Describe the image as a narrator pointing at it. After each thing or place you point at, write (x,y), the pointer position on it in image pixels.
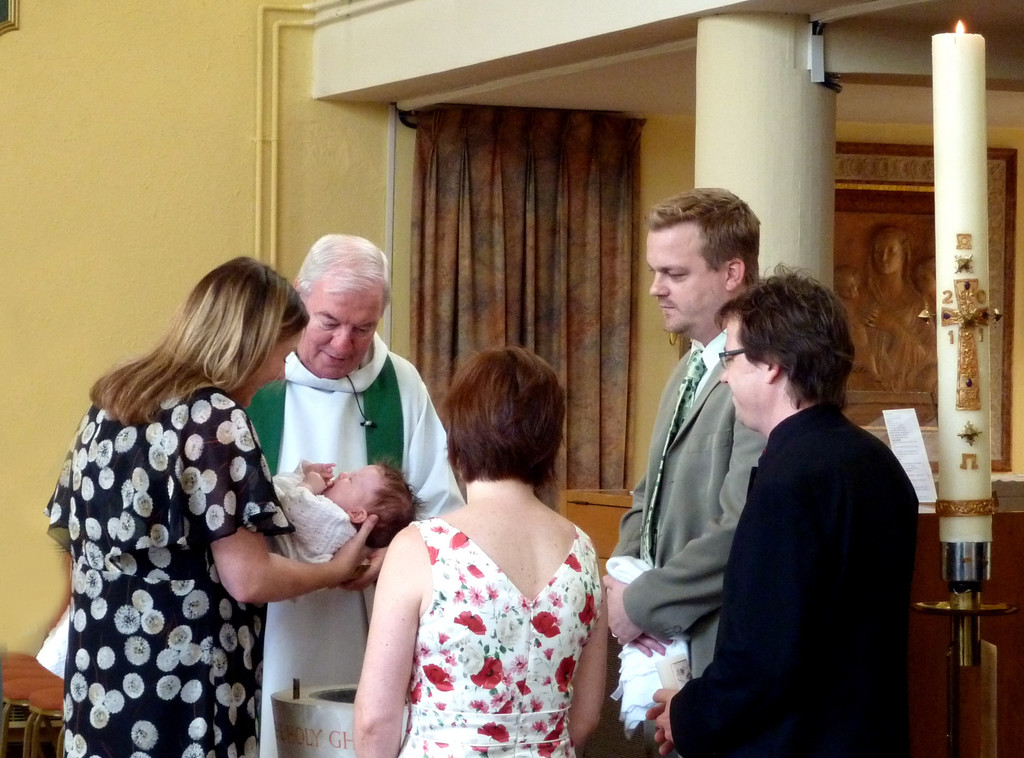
In this picture i see a inner view of a room (240,94). I see a curtain (570,275) and a photo frame (872,340) on the wall (9,331) and few people (522,429) standing and I can see a woman (267,546) holding a baby (307,535) in the hand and I can see a candle (972,148) with light (963,25).
